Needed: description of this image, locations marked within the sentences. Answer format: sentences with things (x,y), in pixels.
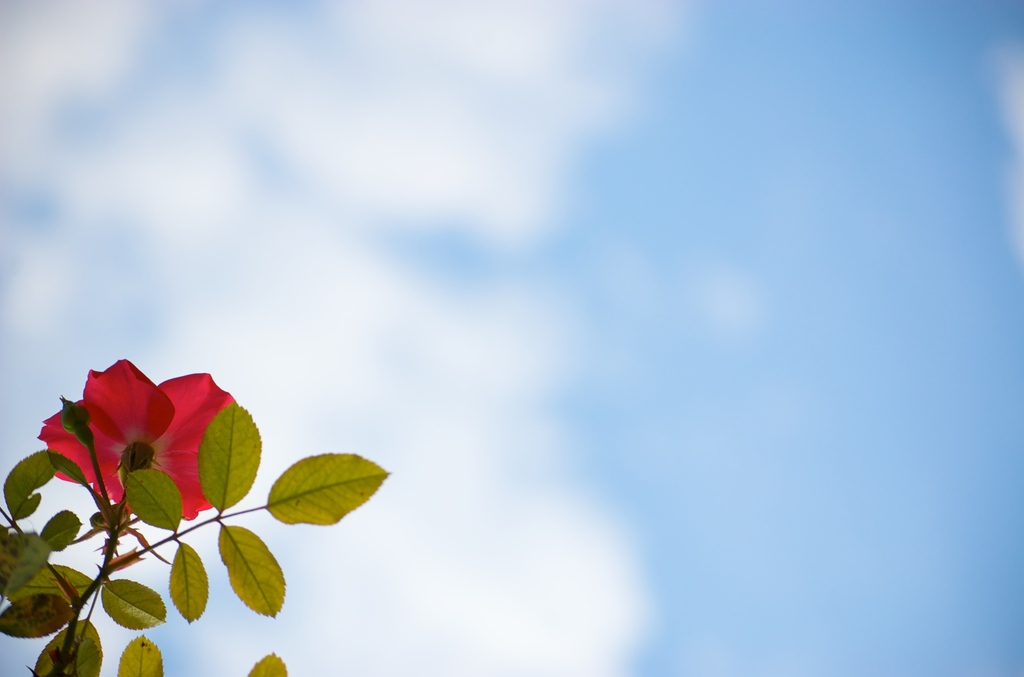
In this image we can see a plant (182,487) with a flower (175,472). We can also see the sky (567,381) which looks cloudy.
